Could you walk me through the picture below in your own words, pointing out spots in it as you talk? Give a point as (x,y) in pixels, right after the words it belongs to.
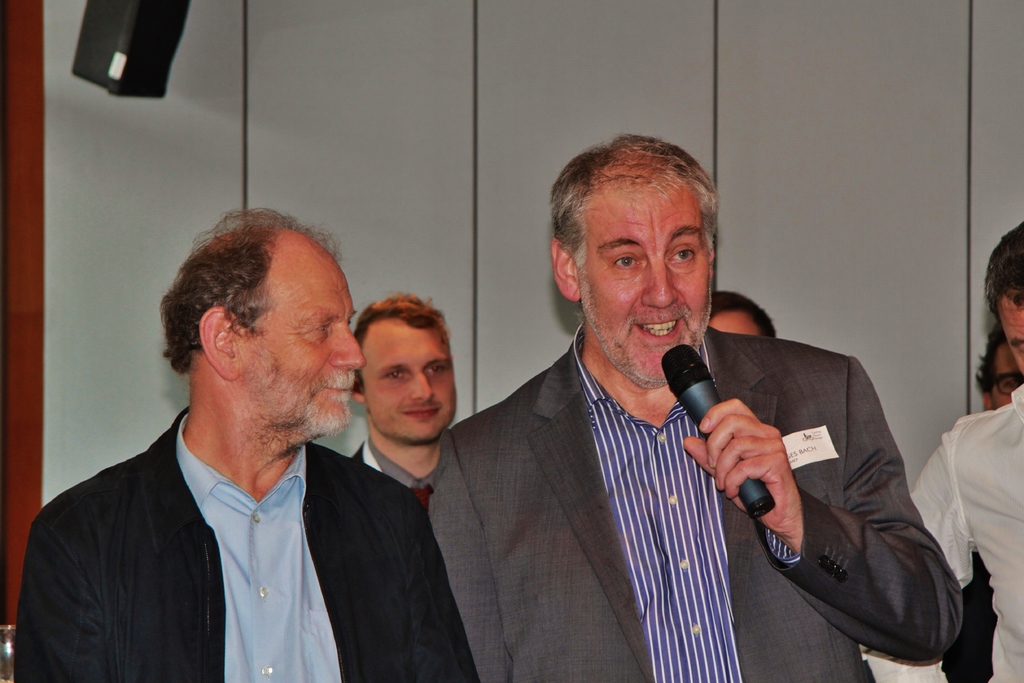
Here we can see a group of people (284,296) are standing, and here a person (613,327) is holding a microphone (745,504) in his hand (732,460), and at back (436,58) here is the wall (264,194).
